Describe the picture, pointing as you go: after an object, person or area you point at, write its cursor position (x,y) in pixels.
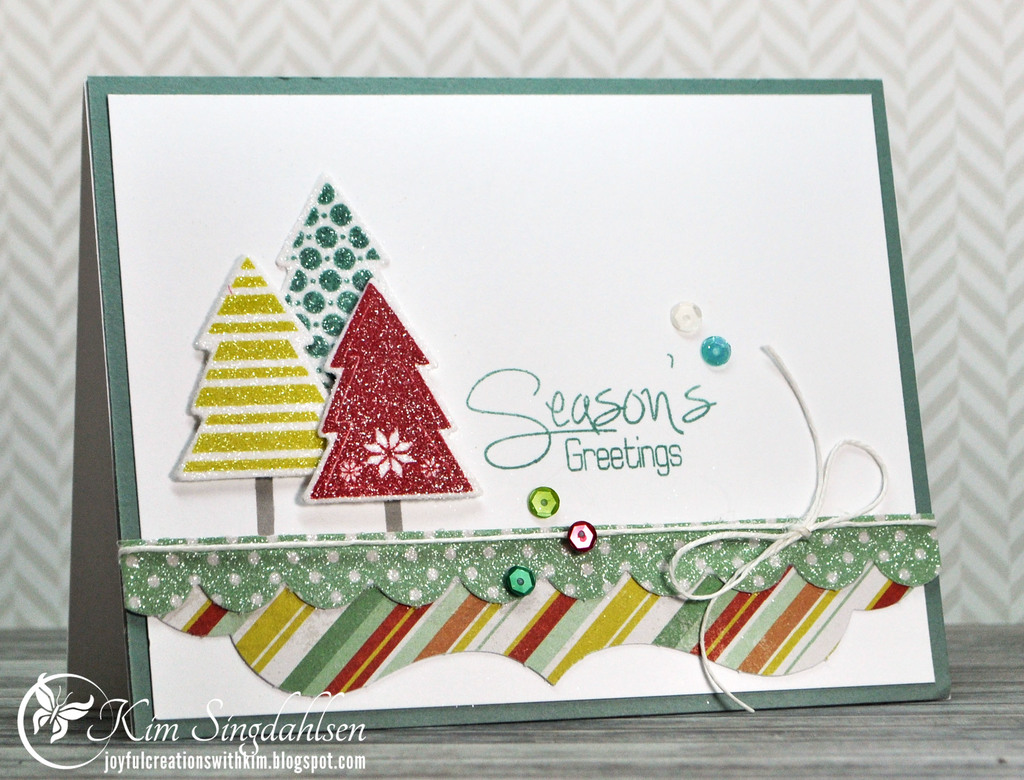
In this image in the middle (477,439), there is a greeting card (406,545) and it is decorated. At the bottom (428,763) there is a text (322,759) and floor (409,764). In the background (52,70) there is a wall (37,102).
